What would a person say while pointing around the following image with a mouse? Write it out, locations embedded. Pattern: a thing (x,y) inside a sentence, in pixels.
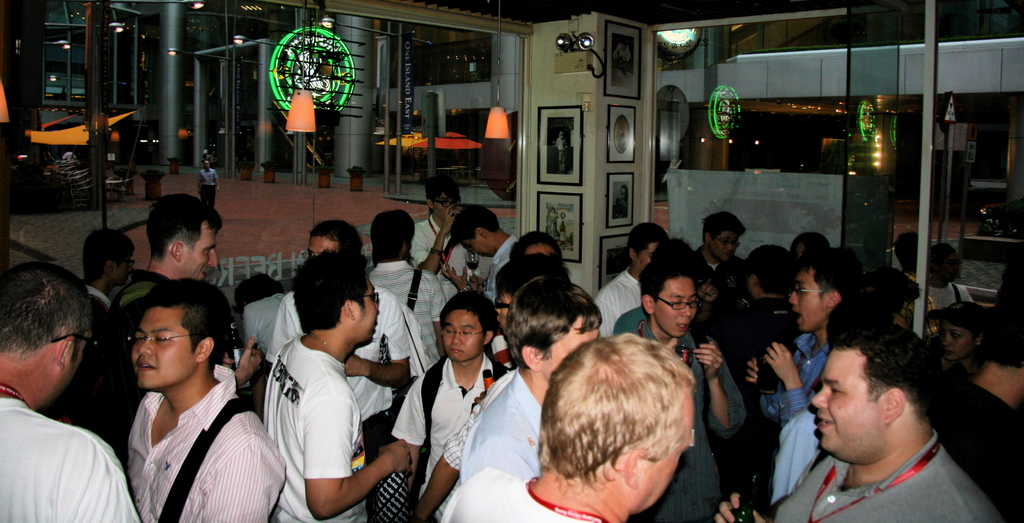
In this image there are some persons (489,398) standing at bottom of this image (587,384) and there are some glass doors (506,149) at top of this image (177,131).
